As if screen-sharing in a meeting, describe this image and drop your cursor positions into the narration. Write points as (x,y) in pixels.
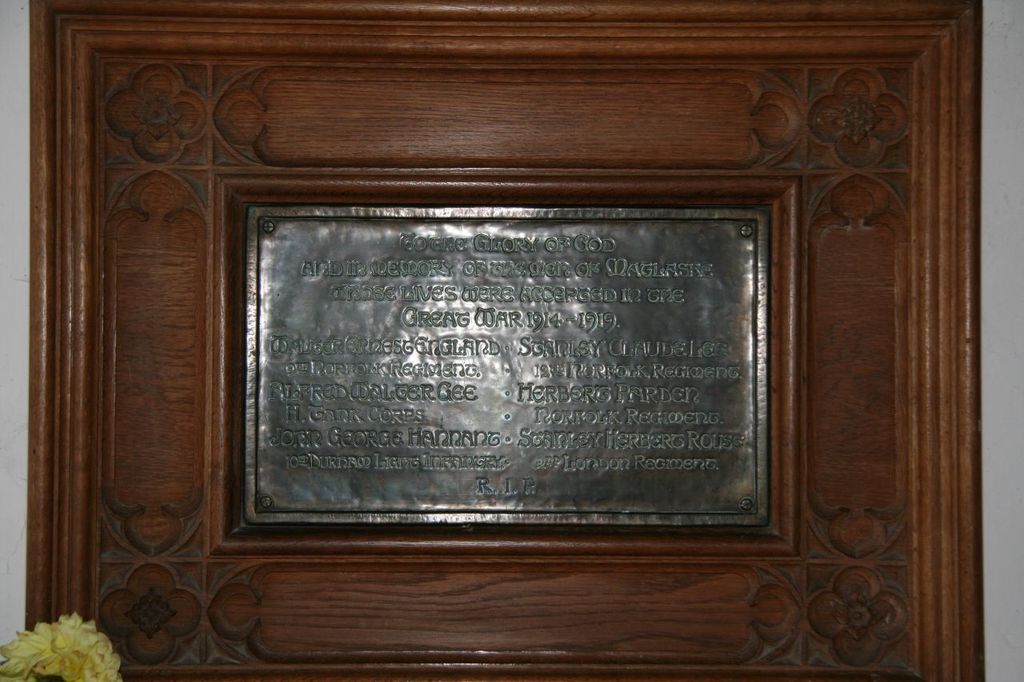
In this picture, we see a commemorative plaque (586,364) with some text (535,294) written on it. It is placed on the wall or a wooden door (846,348) which is brown in color. In the left bottom (25,665), we see an object (74,631) in yellow color and it looks like a flower vase (93,641).
